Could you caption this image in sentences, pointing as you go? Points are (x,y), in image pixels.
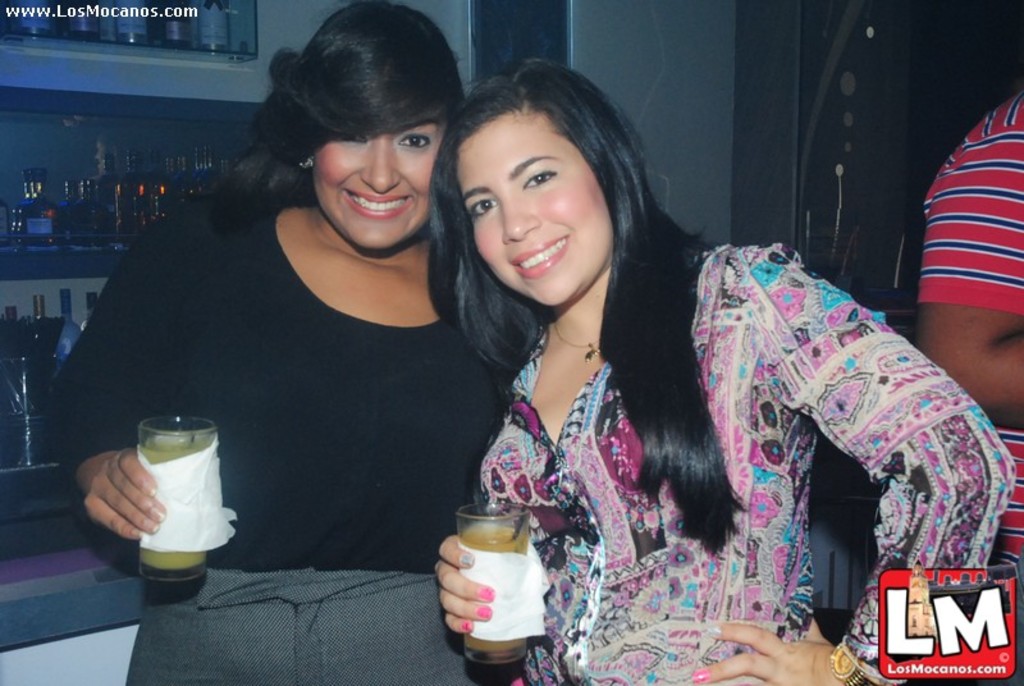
There are two ladies (274,347) holding glasses (153,552) with tissue (501,553). In the back (147,192) there are many bottles (143,212) on the racks (79,309). Also there are watermarks (1002,626) on the image.
